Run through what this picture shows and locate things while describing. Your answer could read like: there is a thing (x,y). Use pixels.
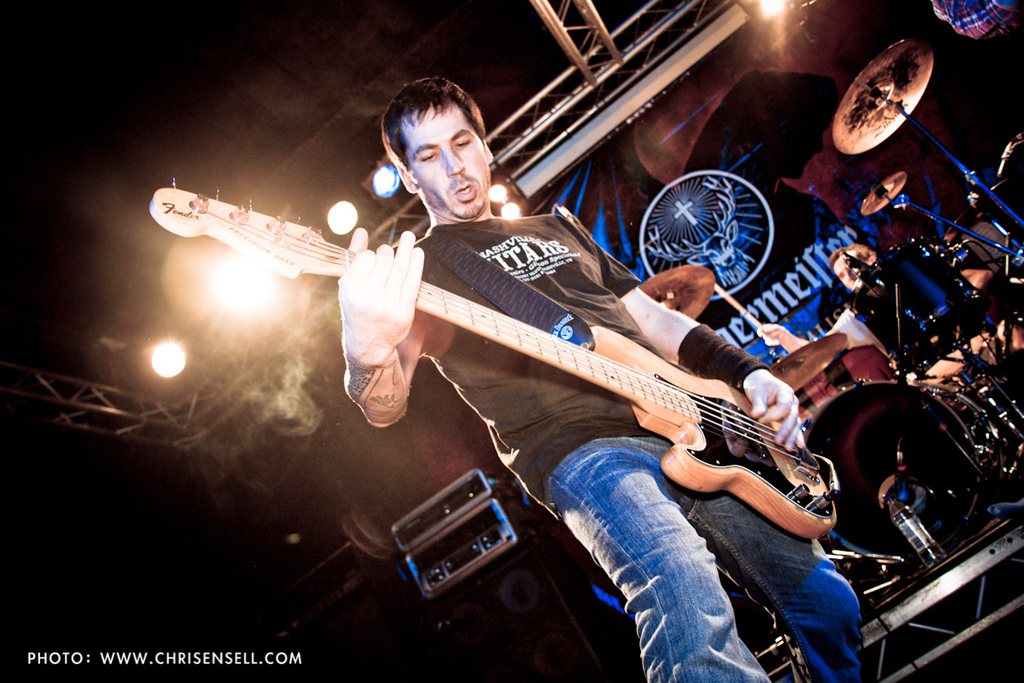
In the picture we can see a man (742,544) standing and holding a guitar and playing it, a man (551,401) is wearing a black T-shirt (554,414) and blue jeans (769,544). In the picture background there are musical instruments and persons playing orchestra which are seen in background (1004,498) and lights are fixed to the stand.
